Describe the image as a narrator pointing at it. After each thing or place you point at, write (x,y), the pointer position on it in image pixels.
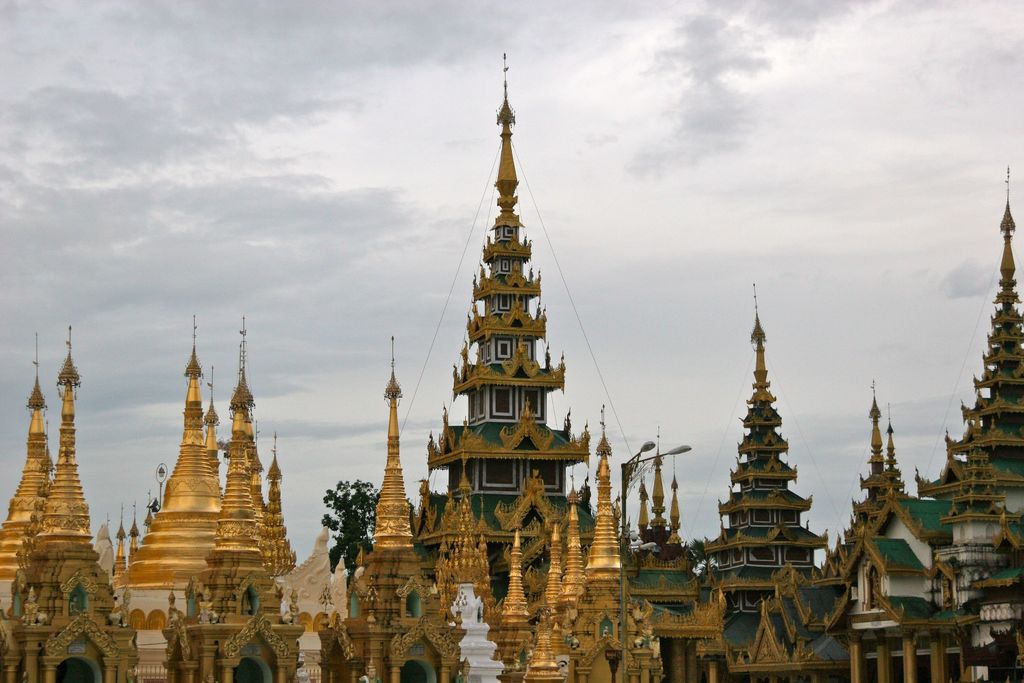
In this image I can see many buildings (215,555) in green and gold color, background (623,392) I can see few light poles (633,478), trees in green color, sky (439,148) in white and gray color.
